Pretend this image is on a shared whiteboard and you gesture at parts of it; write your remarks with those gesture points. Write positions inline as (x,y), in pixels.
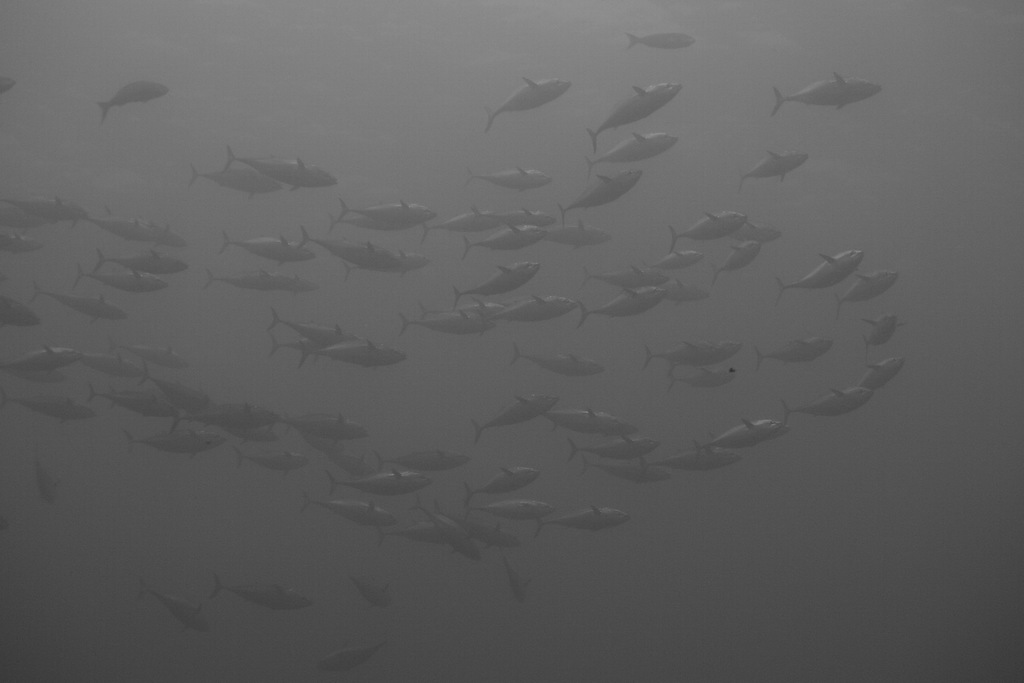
In this image there are few group of fishes (229,421) visible may be in water (182,205).
